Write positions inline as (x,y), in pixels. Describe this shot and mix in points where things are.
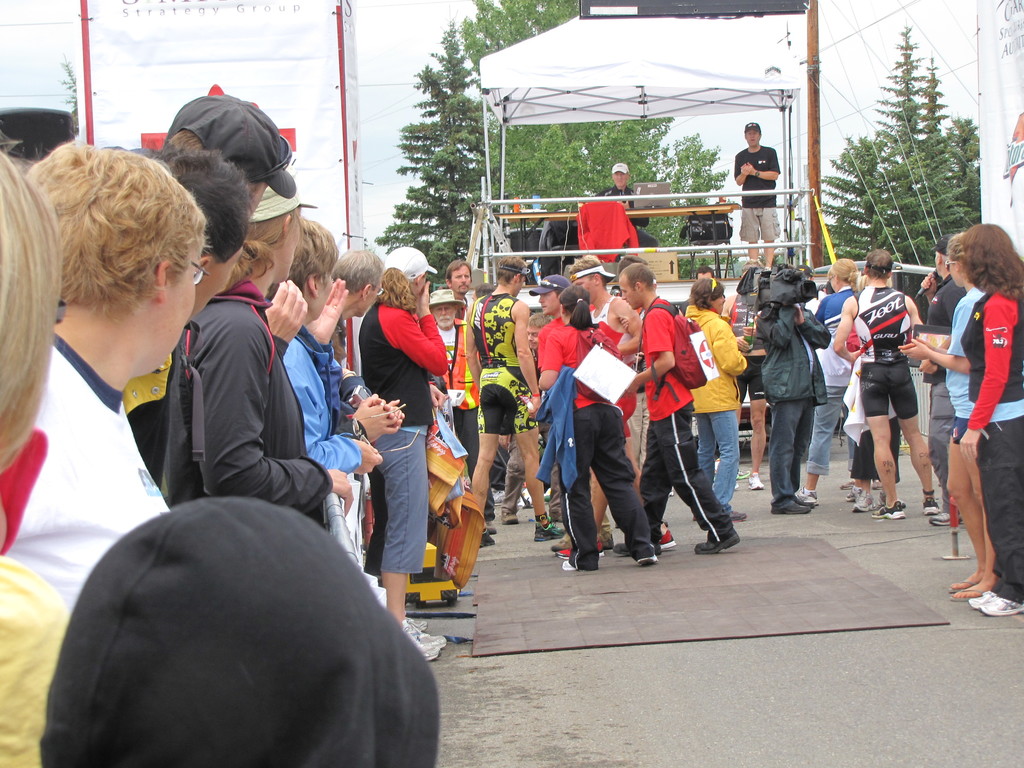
In this image there is road (804,653). There is a carpet (484,575). There are people (549,319). There is a stage (568,231). There is a white color object (298,99) on the left (291,19) background (300,79). There is a sky (23,19). There are trees (681,272).
